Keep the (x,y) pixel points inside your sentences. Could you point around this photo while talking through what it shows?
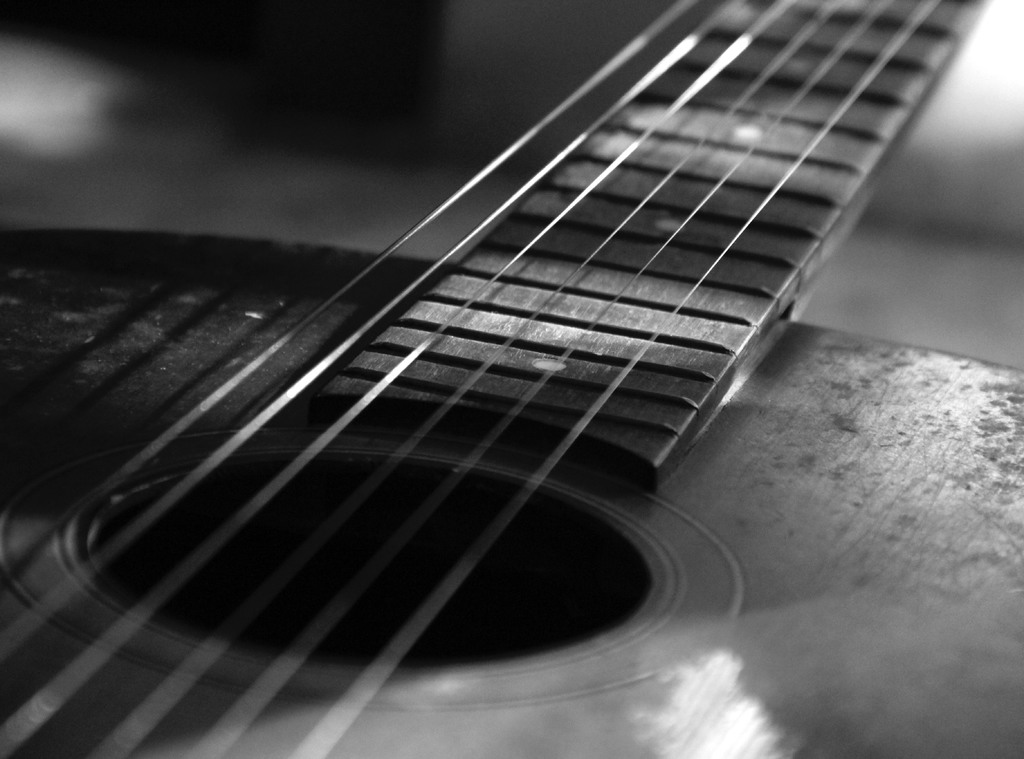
In the picture there is a guitar (523,377) with strings (431,510).
